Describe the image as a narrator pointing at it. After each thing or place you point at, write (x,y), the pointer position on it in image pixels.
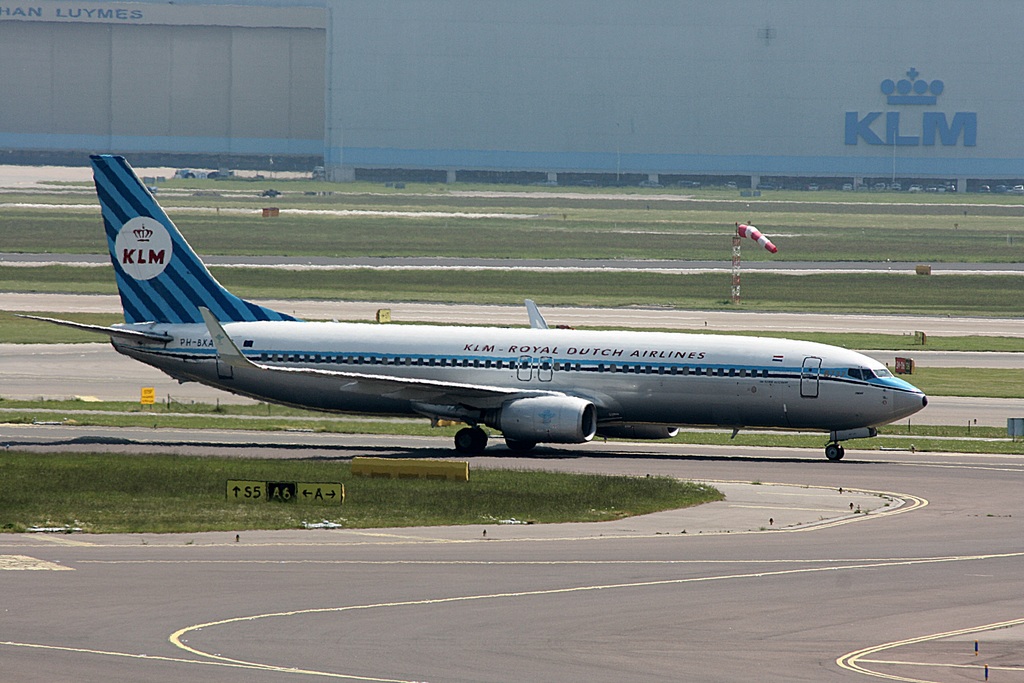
This is an airplane (518,398), which is on the runway (732,472). This looks like a board (288,491). Here is the grass (165,493). I think this is a tower (736,285) with a cloth (752,232) hanging. I think this is a building (212,74) with the names (913,145) on it.
